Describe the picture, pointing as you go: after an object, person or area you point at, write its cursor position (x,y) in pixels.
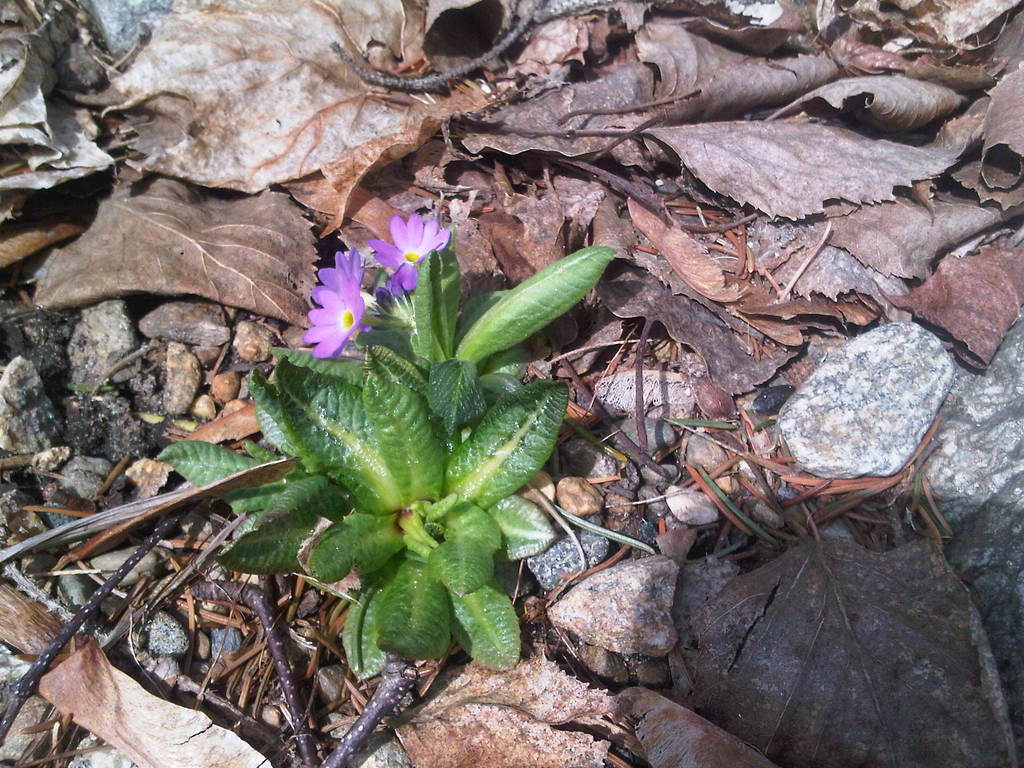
In this image we can see a plant (301,465) with flowers (401,254). In the background (788,271), we can see dry leaves (435,181) and stones (382,753). Here we can see the shadow (734,656).
